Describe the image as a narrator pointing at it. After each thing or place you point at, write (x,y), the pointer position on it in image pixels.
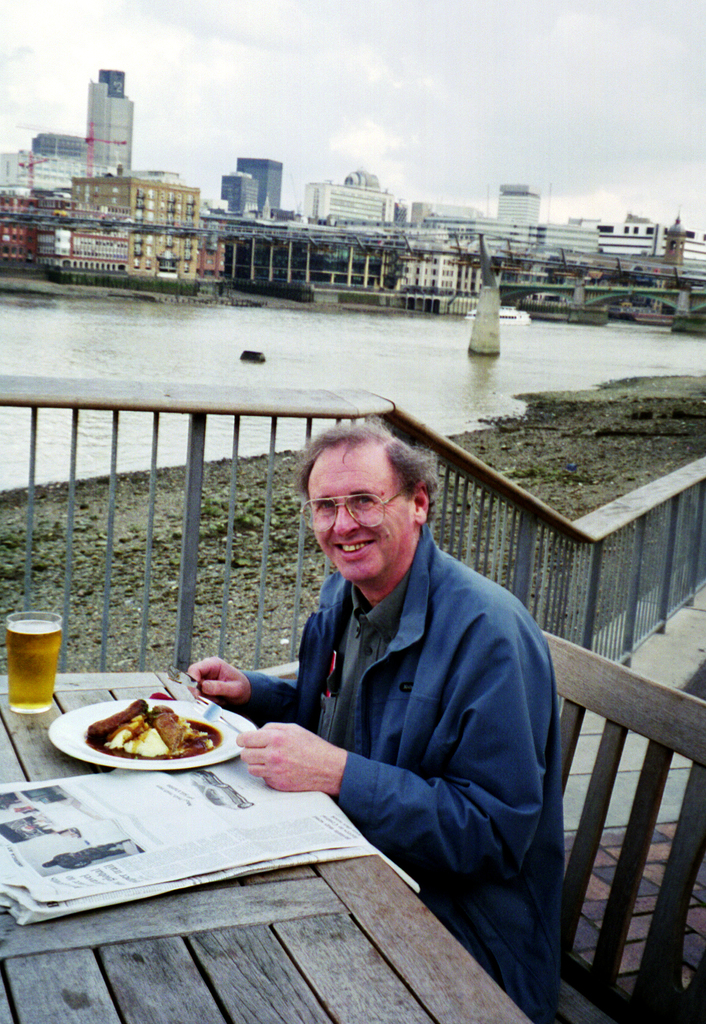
There is a man (532,738) sitting on bench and smiling and holding fork (220,712) and knife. We can see plate (73,741) with food (140,753), papers (109,885) and glass (50,667) with drink (24,645) on the table (134,912). We can see water (460,394), fence (532,505), objects (249,353) and ship (516,321). In the background (515,129) we can see buildings (1,173) and sky (523,126).
